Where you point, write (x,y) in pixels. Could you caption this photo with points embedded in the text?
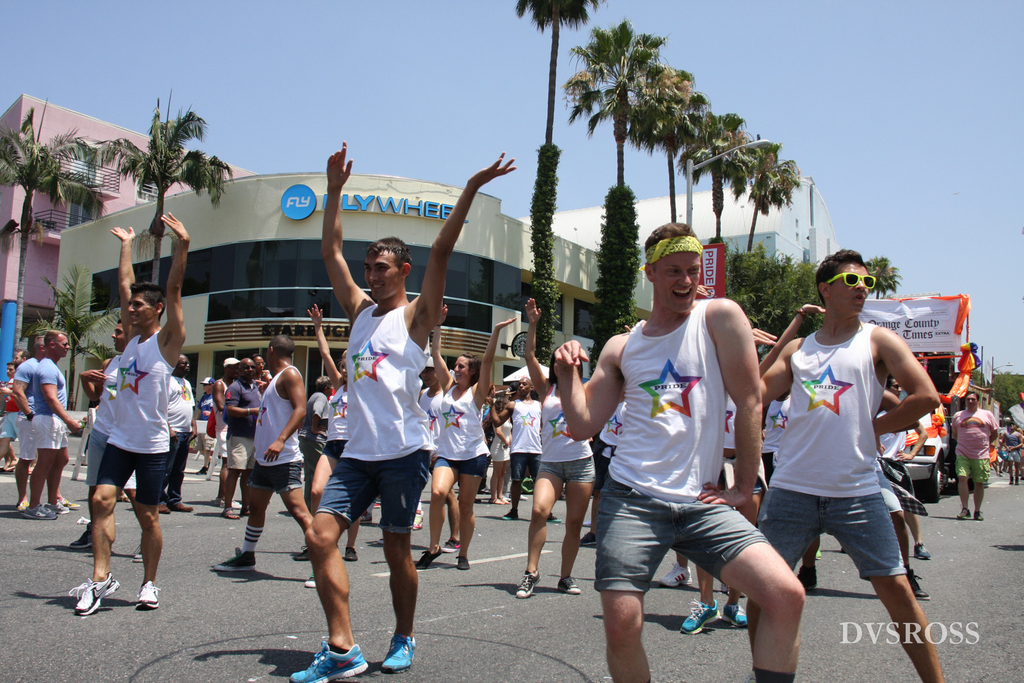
In the image I can see a group of people (811,519) dancing on the floor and there is a smile on their faces (842,297). There is a vehicle (973,363) on the road (942,507) on the right side (932,432). I can see the light poles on the side of the road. In the background (414,206), I can see the buildings (409,184) and trees (222,188). The sky (595,189) is clear.
